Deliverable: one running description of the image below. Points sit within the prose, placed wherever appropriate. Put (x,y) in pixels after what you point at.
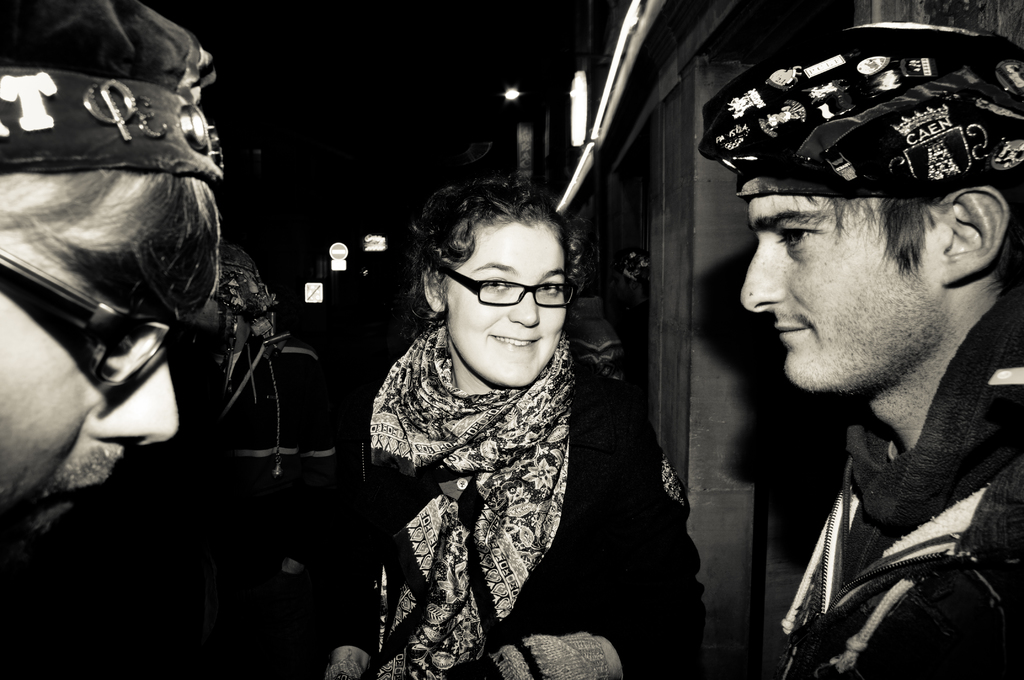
In this image I can see three people (122,207) with the dresses (481,505). I can see two people (134,184) are wearing the caps (70,76) and also two people (74,348) are wearing the specs (129,328). To the right (700,23) there is a building (592,65). In the background (341,263) I can see some lights (377,237) and this is a black and white image.
